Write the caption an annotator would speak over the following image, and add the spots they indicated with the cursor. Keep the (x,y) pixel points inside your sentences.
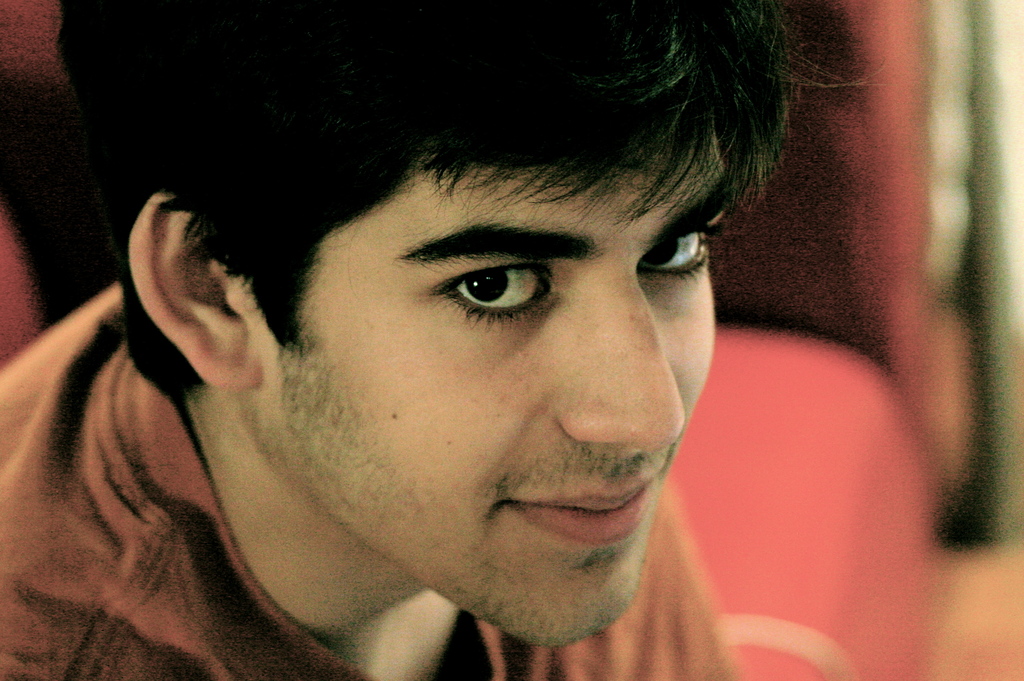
In the picture we can see a man (698,362) and there is a blur background (43,110).
